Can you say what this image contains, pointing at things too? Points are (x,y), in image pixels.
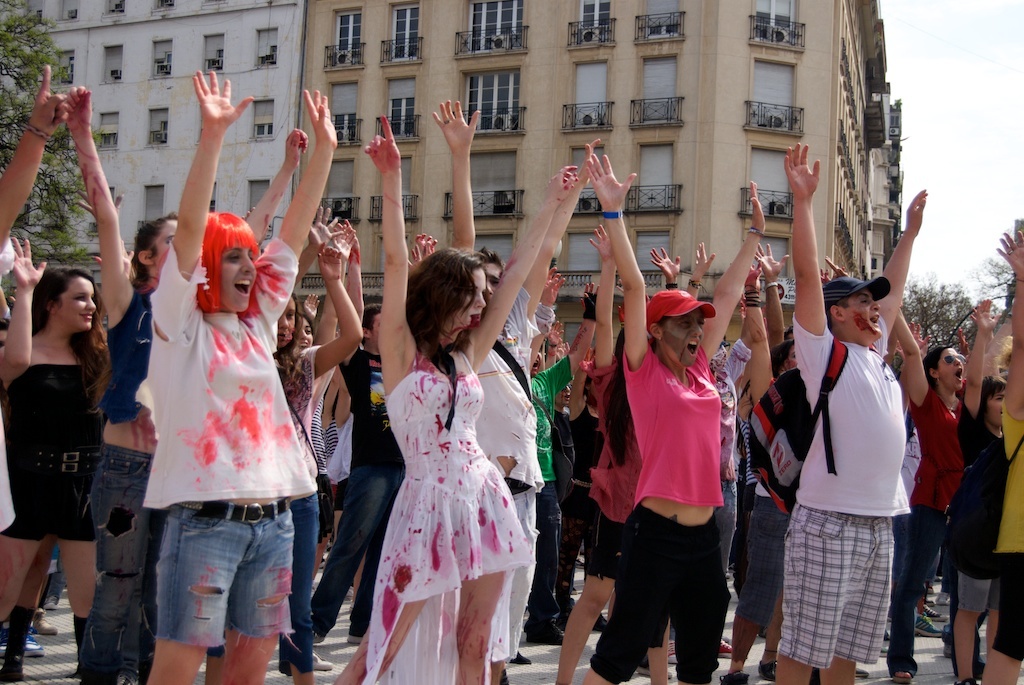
There are persons (496,383) in different color dresses (496,383) laughing, stretching both hands (13,206) up and standing on the road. In the background (40,233), there are trees (25,92), buildings (251,17) which are having glass windows (587,18) and there are clouds (929,138) in the sky (925,130).
